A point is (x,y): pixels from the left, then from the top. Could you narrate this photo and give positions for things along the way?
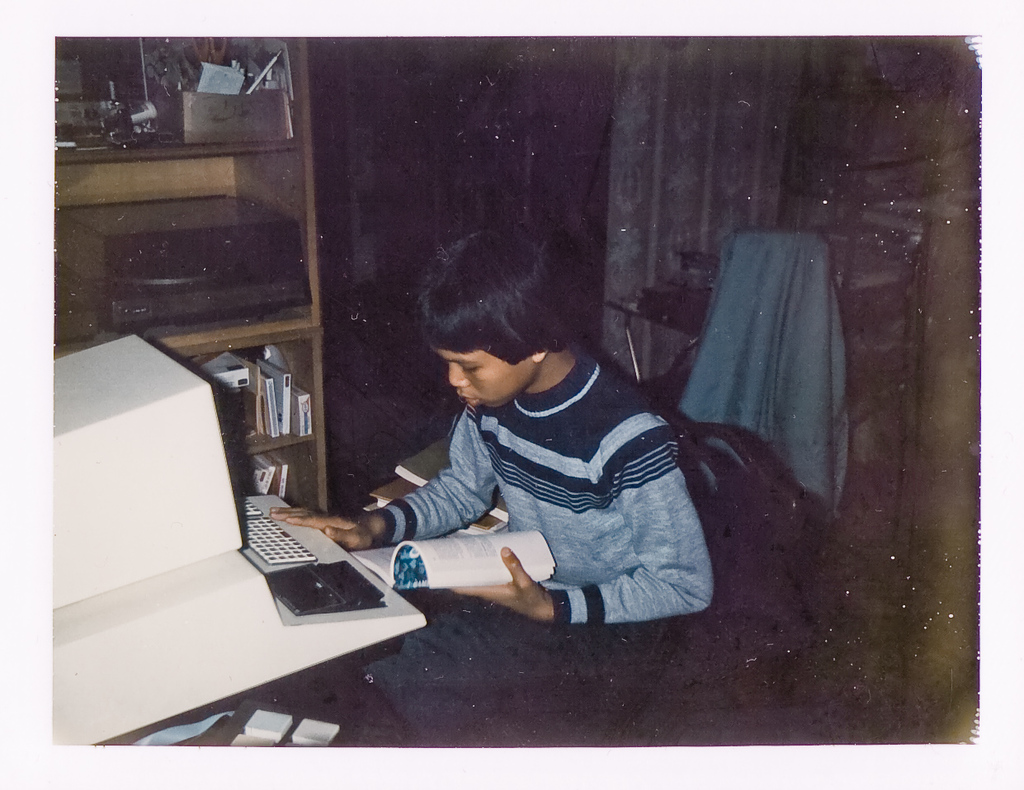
This picture is clicked inside the room (598,329). In the center (655,503) there is a person (470,337) wearing t-shirt (615,498), holding a book (489,566) and sitting on the chair (717,521) and we can see a keyboard (246,506) and some other objects (151,576) are placed on the top of the table (239,677). In the background (855,256) we can see the curtains (733,90), chair (807,311), cloth (781,313) and a wooden cabinet (303,471) containing books (284,409) and some other objects (135,216).
